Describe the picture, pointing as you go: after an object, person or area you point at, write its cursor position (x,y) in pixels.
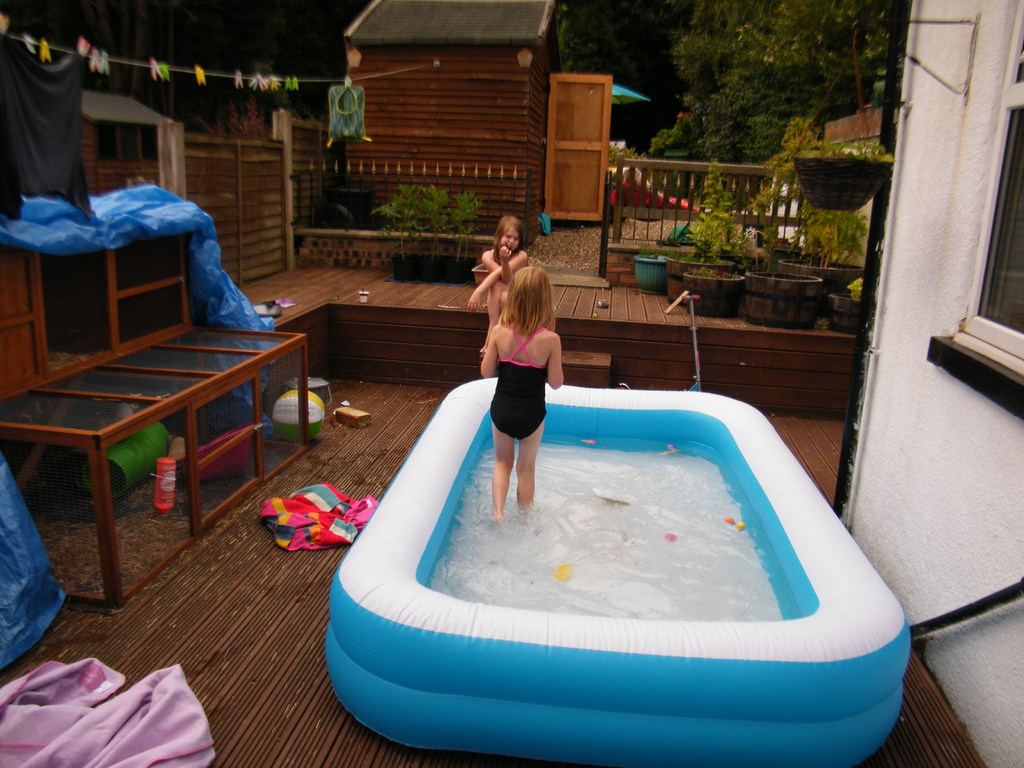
In this picture we can see a tub (692,631) full of water (569,514) and a girl (511,394) is standing in the water (513,472) and other girl (494,299) is sitting on the floor (422,303) and left side of the tub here it is a wooden hutch (162,394) and a cloth (327,489) placed on the floor (300,483) and a ball (310,422) and here it is a bucket (316,381) and the sheet (173,202). In the background (492,35) we can see hut (511,45), tree (716,46), flower pot (732,283), plants (727,229), fence (679,219) and a wire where clips (199,82) are hanged to it.
